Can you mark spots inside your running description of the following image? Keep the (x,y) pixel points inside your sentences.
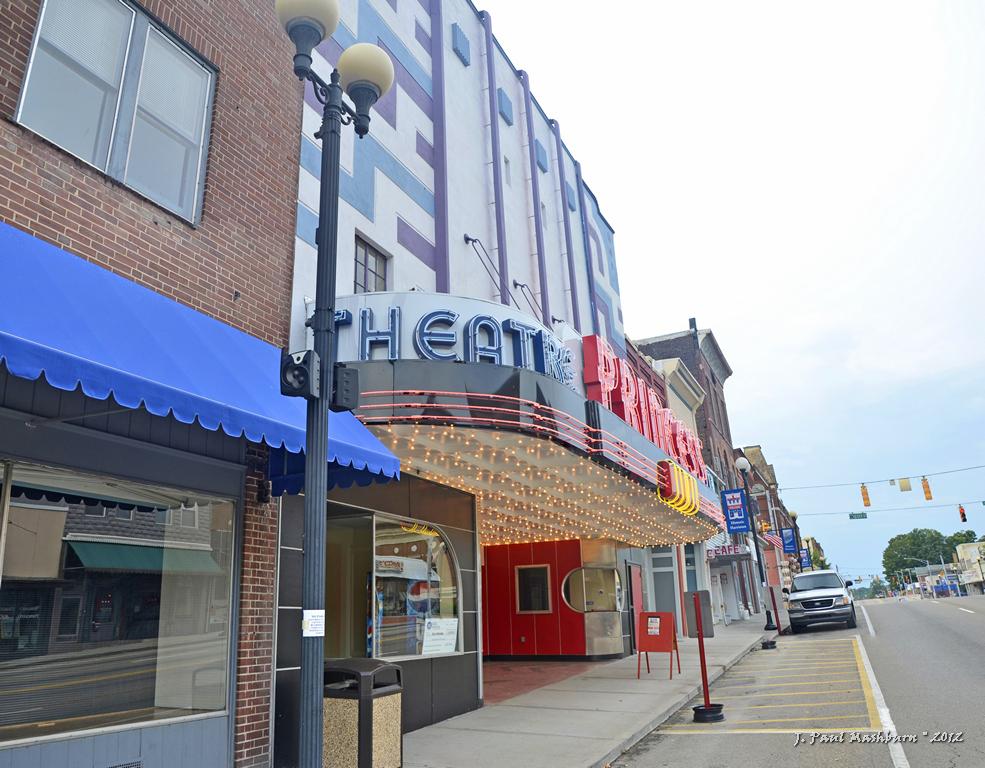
This picture might be taken from outside of the building (574,335). In this image, on the left side (157,626), we can see a building (584,345), hoardings (683,437), street lights (798,543), footpath (578,737), glass window (178,626). In the right side of the image (802,608), we can see a car (806,592) which is placed on the road (854,645). In the background (967,574), we can see some buildings (967,574), street lights (925,565). At the top (758,39), we can see a sky (935,468), at the bottom (967,642), we can see a footpath (569,714) and a road (741,699).
